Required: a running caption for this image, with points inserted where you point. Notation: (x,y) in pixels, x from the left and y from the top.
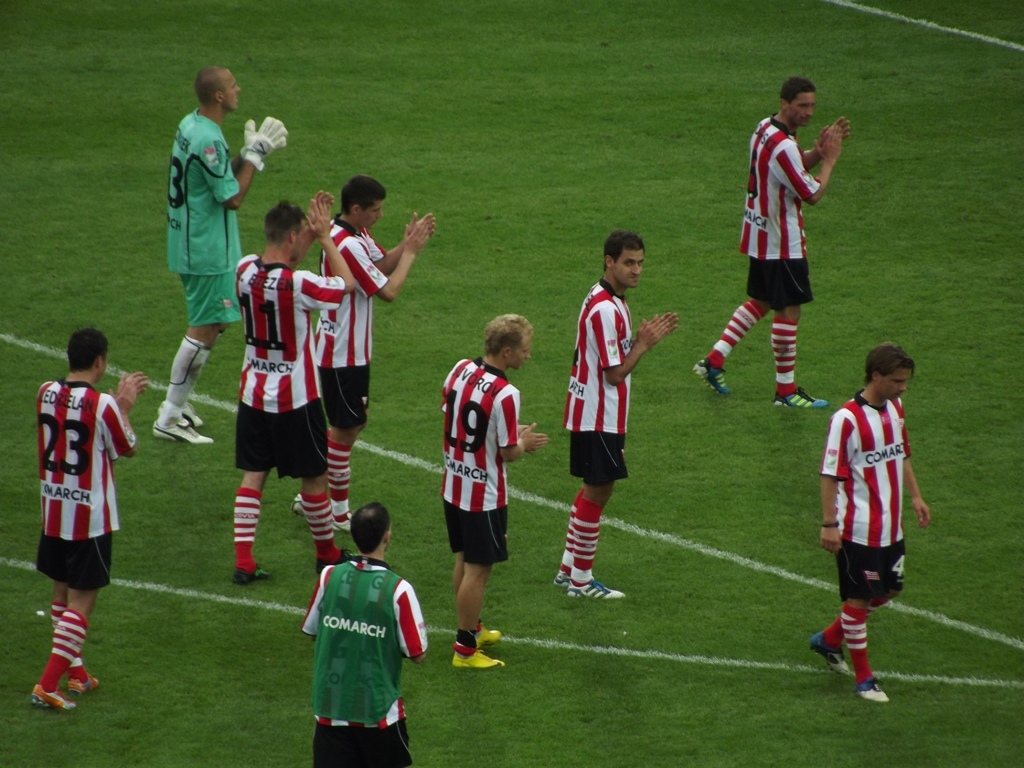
In this image I can see an open grass ground (429,262) and on it I can see few white lines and number of people (47,553) are standing. I can also see all of them are wearing sports jerseys (622,396) and one man (275,147) is wearing gloves (272,117). I can also see something is written on their jerseys (877,409).
